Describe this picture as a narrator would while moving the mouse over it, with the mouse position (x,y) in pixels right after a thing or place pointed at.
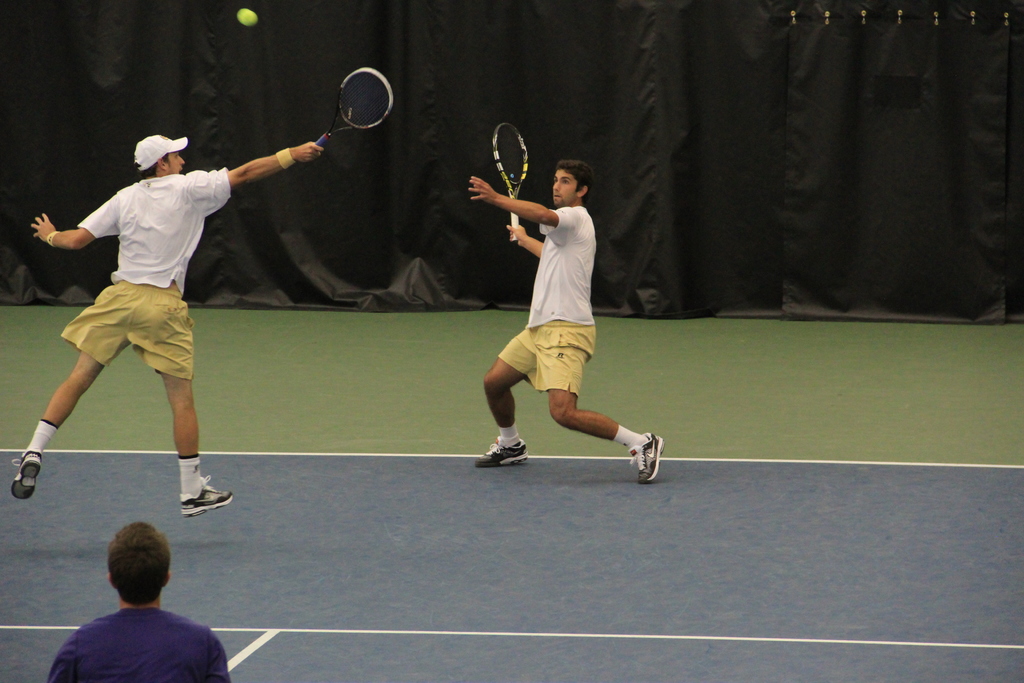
In this image there are two persons (146,256) who are standing and they are playing tennis on the background (298,71) there is a black cloth (175,64).
